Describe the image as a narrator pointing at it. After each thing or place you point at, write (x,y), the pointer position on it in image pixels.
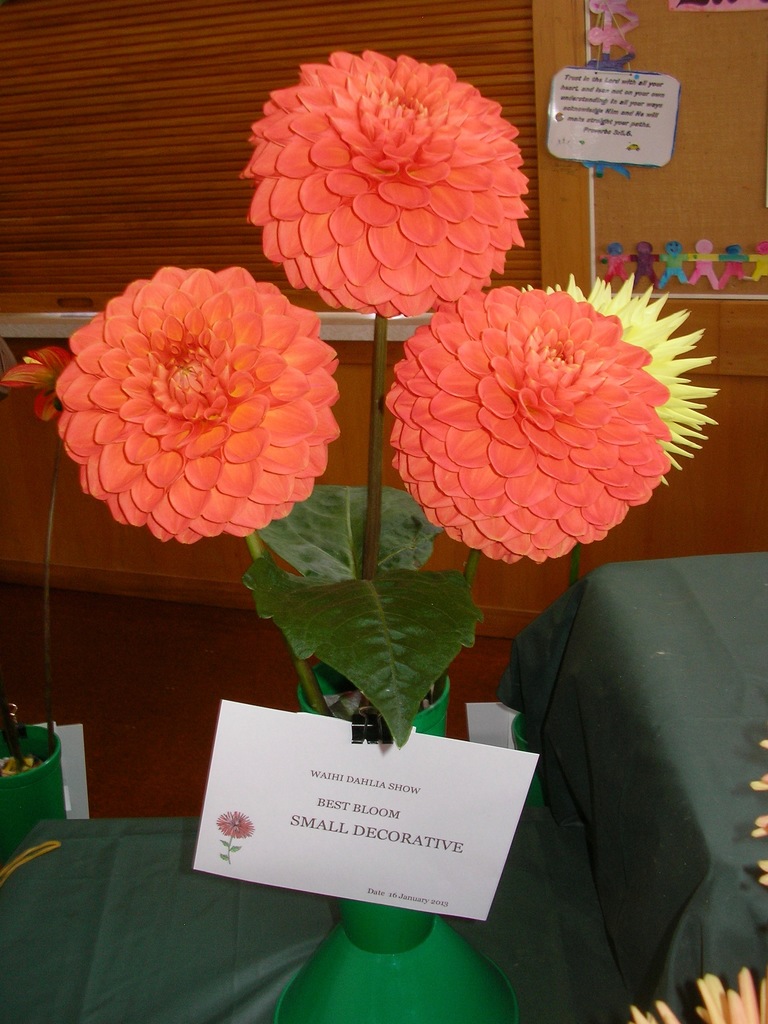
In this image there is a flower pot (390,929) in the middle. In the flower pot (443,967) there are three flowers (509,353). In the background (220,168) there is a curtain (186,158). There is a card (299,804) attached to the flower vase (434,1006). On the right side (689,103) top there is some decoration (600,166) on the wall (657,184).
